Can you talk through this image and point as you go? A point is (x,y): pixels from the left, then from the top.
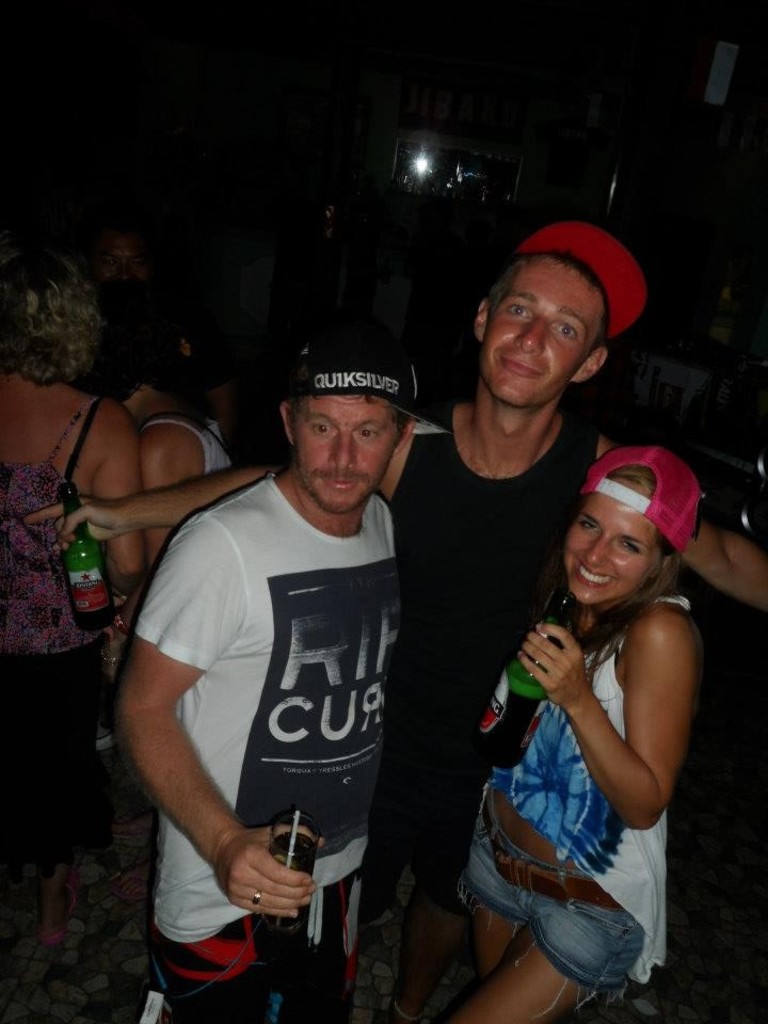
In this picture there are three people (384,627) standing and smiling and holding the objects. At the back (1,658) there are group of people (175,328) standing and there are objects (688,370) and there might be text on the wall (315,82). At the bottom (729,774) there is a floor (729,774).
